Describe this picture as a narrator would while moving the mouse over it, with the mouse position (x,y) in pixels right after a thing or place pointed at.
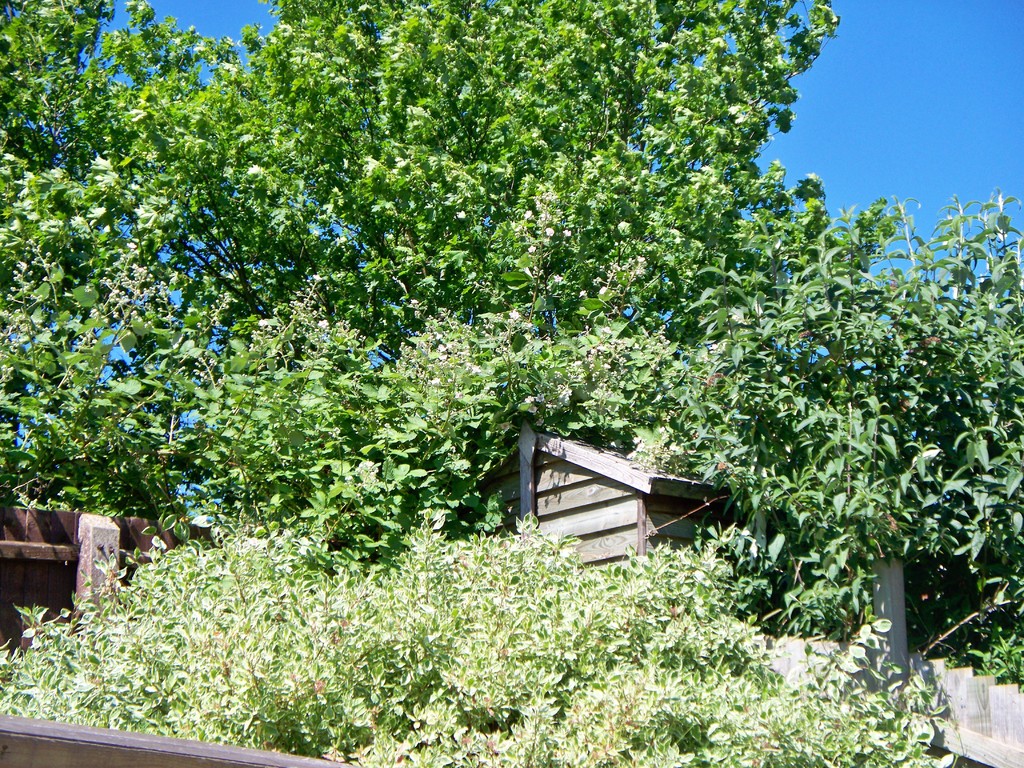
In this image there are plants (663,616), trees (618,211), wooden shed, and in the background (951,123) there is sky (901,122).
